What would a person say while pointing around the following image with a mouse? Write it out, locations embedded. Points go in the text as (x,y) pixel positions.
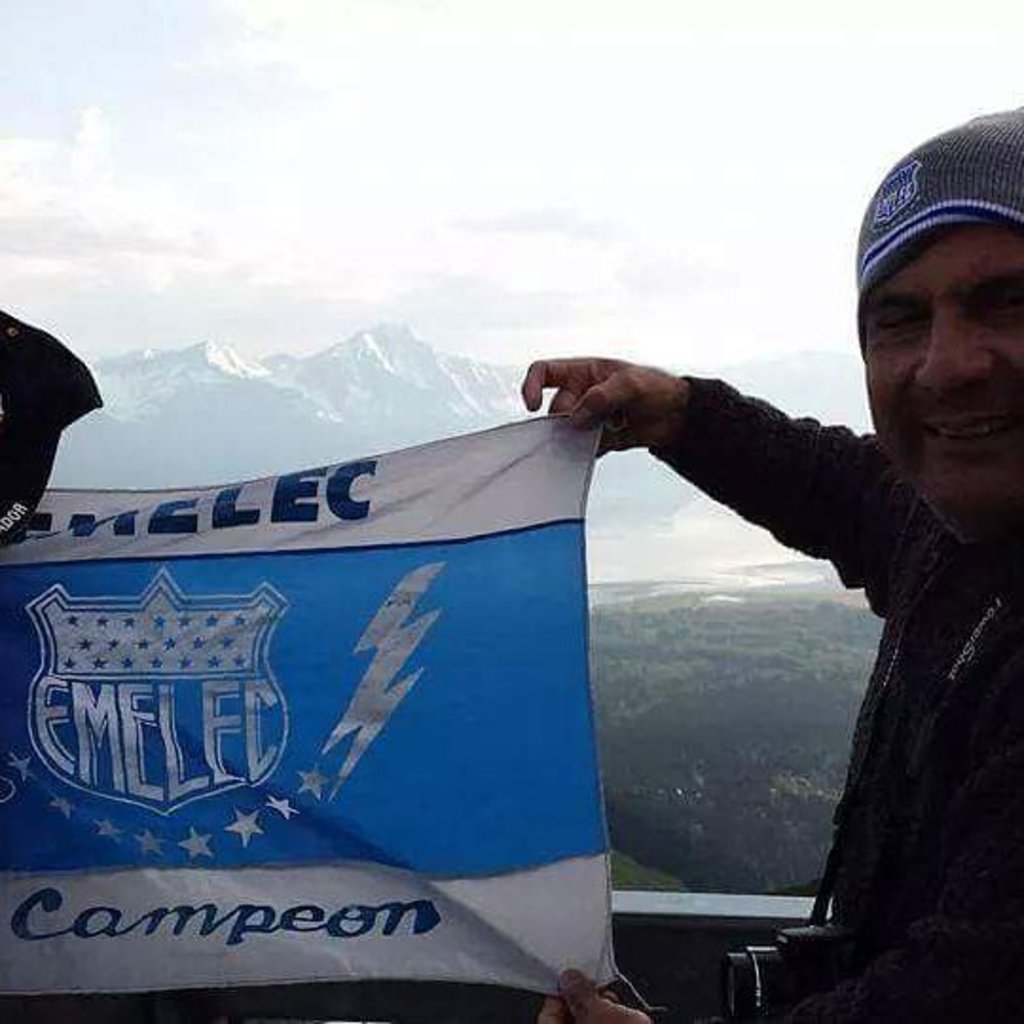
In the image we see a man (910,650) on the right side of the image (898,657). He is wearing clothes (918,753), cap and a camera (849,926) on his neck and he is holding a banner (244,698) in his hand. Here we can see the mountain (218,390) and the cloudy sky (164,187).
